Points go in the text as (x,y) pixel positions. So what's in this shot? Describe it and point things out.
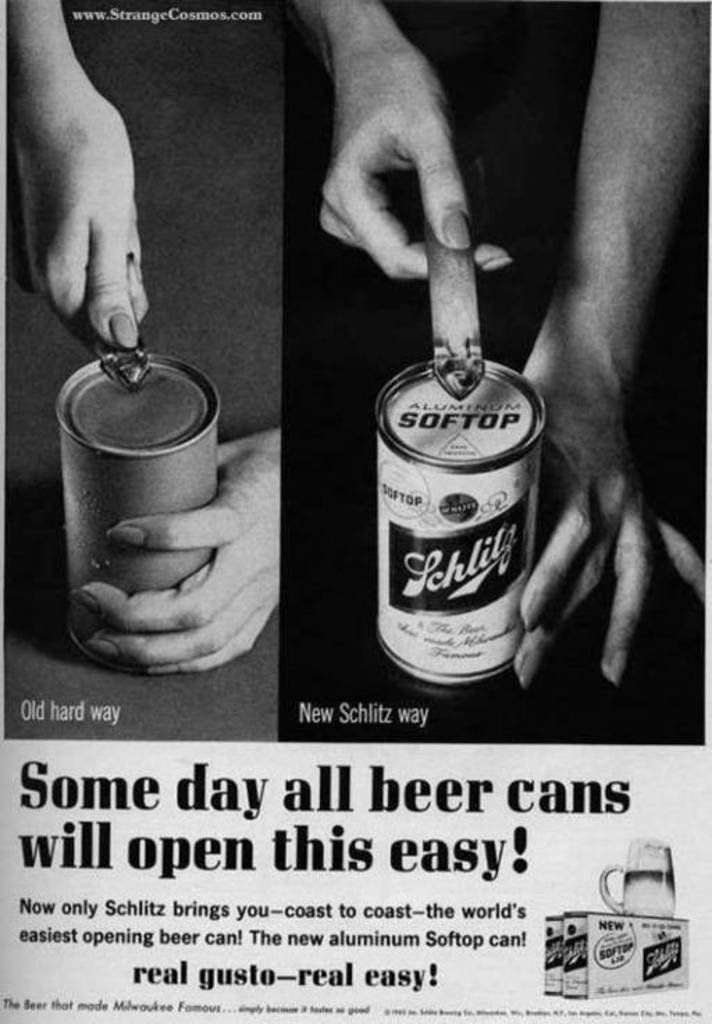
This is a poster and in this poster we can see tins (395,539), hands (223,473), glass (656,853) and some text (471,844).
